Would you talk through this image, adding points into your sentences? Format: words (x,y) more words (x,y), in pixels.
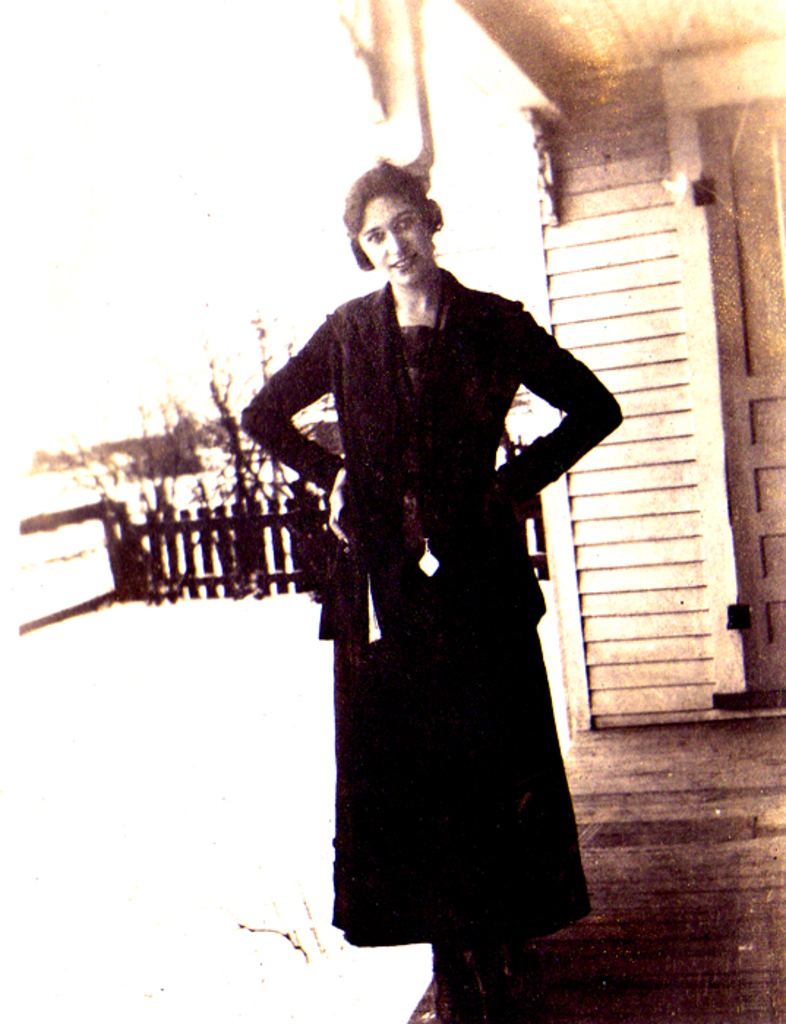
In this image I can see a person (466,621) standing and wearing black color dress (469,677). Back I can see a fencing (299,521) and door (706,200). Background (181,158) is in white color.
